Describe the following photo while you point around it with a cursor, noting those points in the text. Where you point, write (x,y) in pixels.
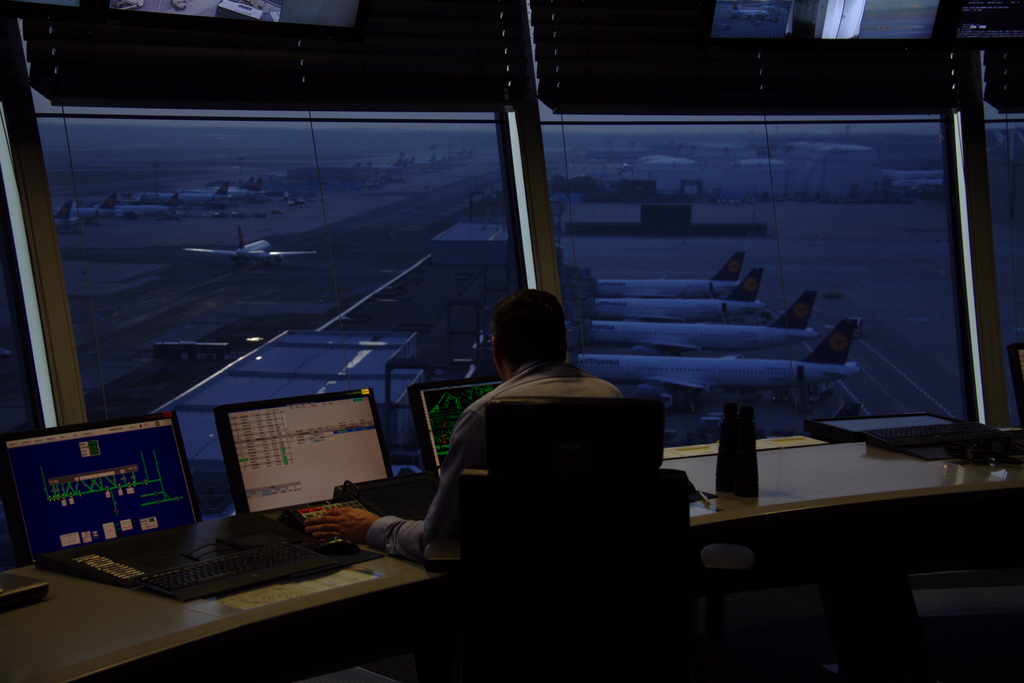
In the middle of the image (533,316) a man (454,504) is sitting on a chair (488,663). Behind him there is a table (1000,476), on the table (960,517) there are some keyboards (980,430) and screens (21,447) and binoculars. Behind them there is glass window (142,160). Through the glass window (261,136) we can see some planes (624,382).
